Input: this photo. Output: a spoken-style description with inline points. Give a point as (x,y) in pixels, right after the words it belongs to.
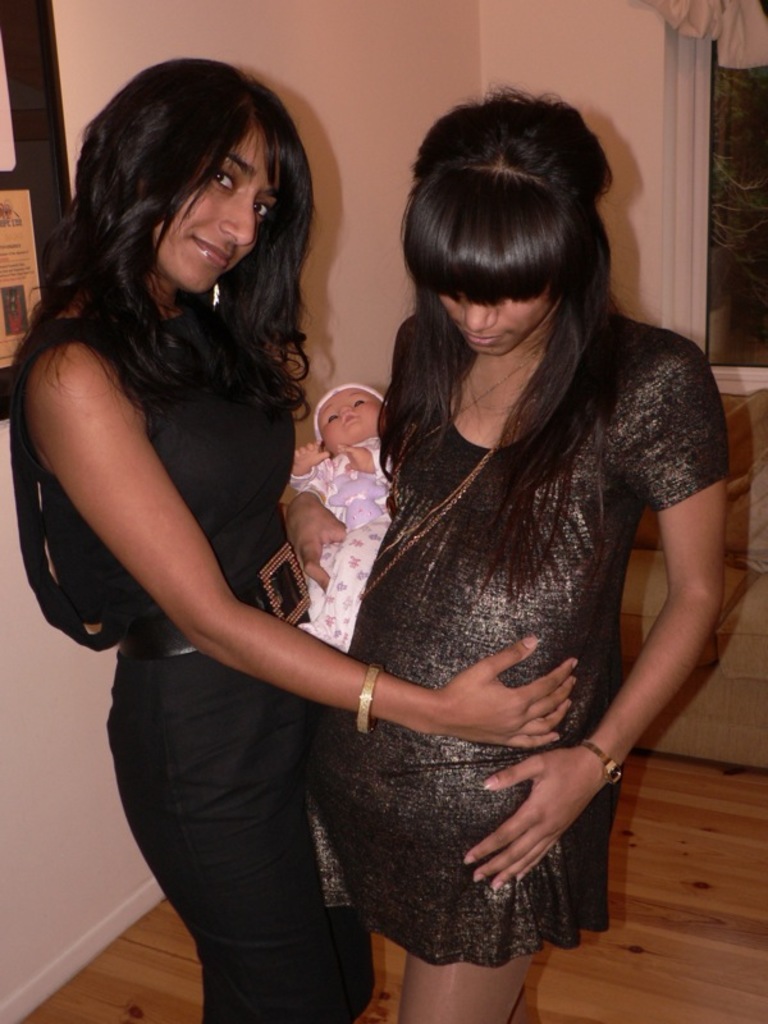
In this picture I can observe two women (412,658). One of them is wearing black color dress (214,420) and smiling. One of them is holding a toy (348,483) in her hand (331,517). In the background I can observe a wall (378,71).
